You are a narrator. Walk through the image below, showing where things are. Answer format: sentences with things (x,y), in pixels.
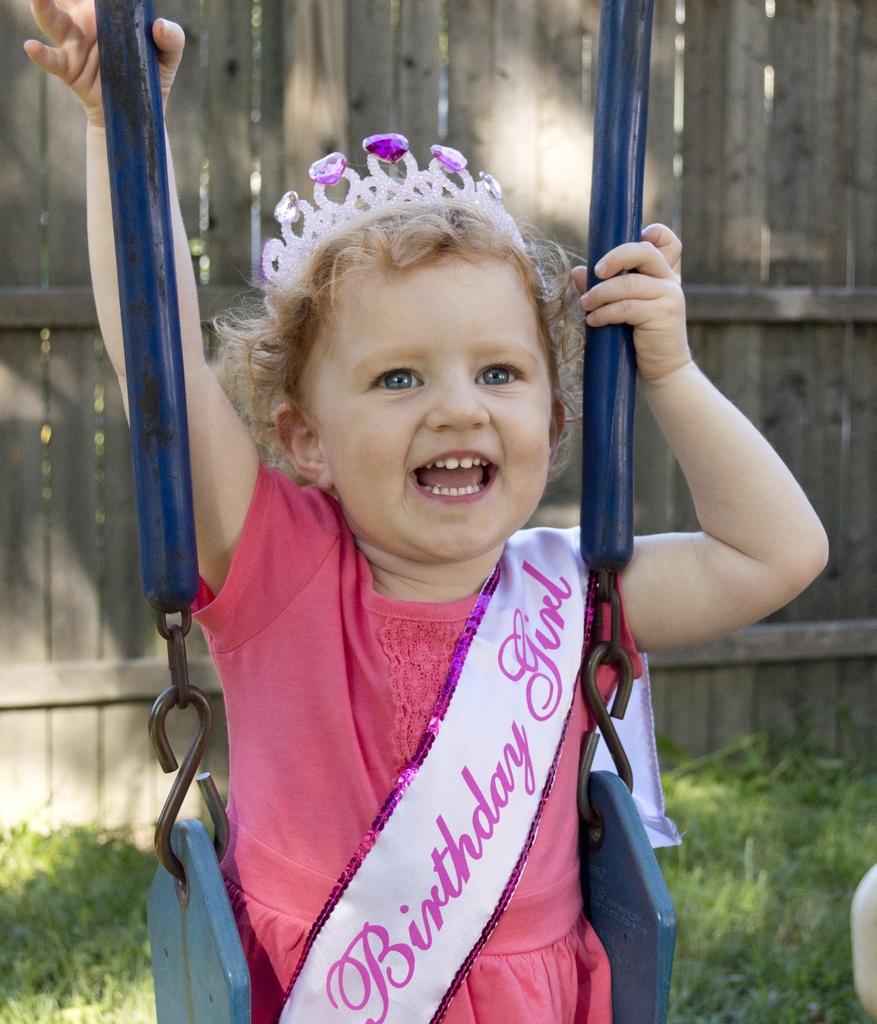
In this image, I can see a girl (457,311) holding a swing (158,281) and smiling. She wore a crown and a sash (454,770). In the bottom of the image (87,974), I can see the grass (740,914). In the background (805,222), there is a wooden fence (381,85).
